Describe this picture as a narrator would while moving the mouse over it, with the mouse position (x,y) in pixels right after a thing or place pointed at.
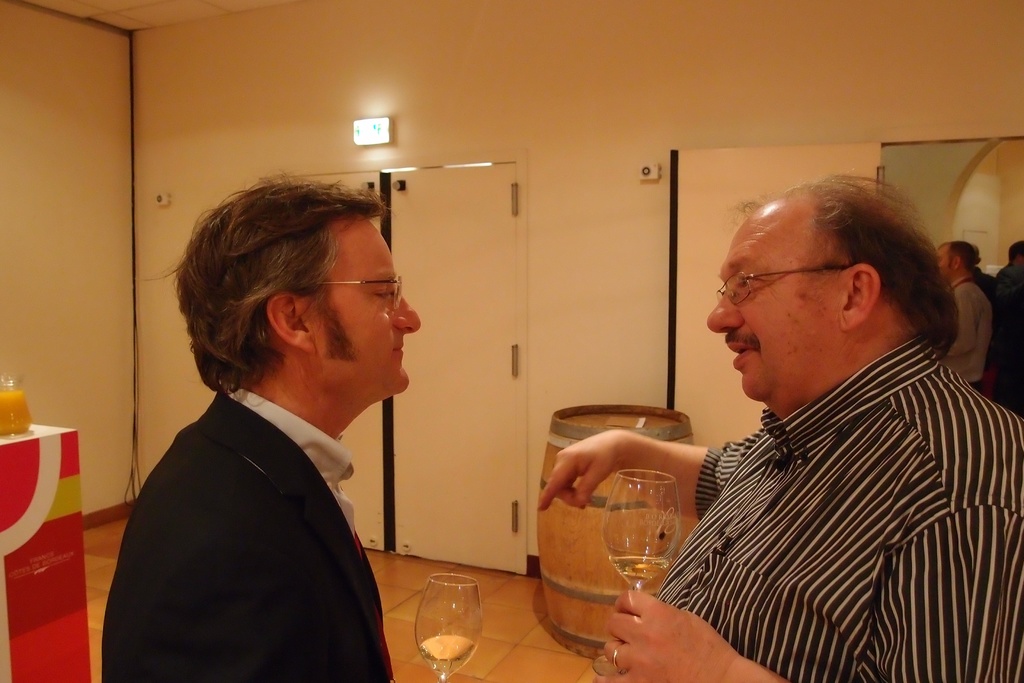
In this image, Group of people (680,635) are standing, few are holding a wine glass (652,570). At the back side (660,266), we can see white color doors (443,231) and wall (452,145) and exit board (372,137) here. On left side (11,407), there is a juice (9,420) in a jar (15,423) that is placed on the table (20,496). At the center of the image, there is a wooden barrel (562,536).
